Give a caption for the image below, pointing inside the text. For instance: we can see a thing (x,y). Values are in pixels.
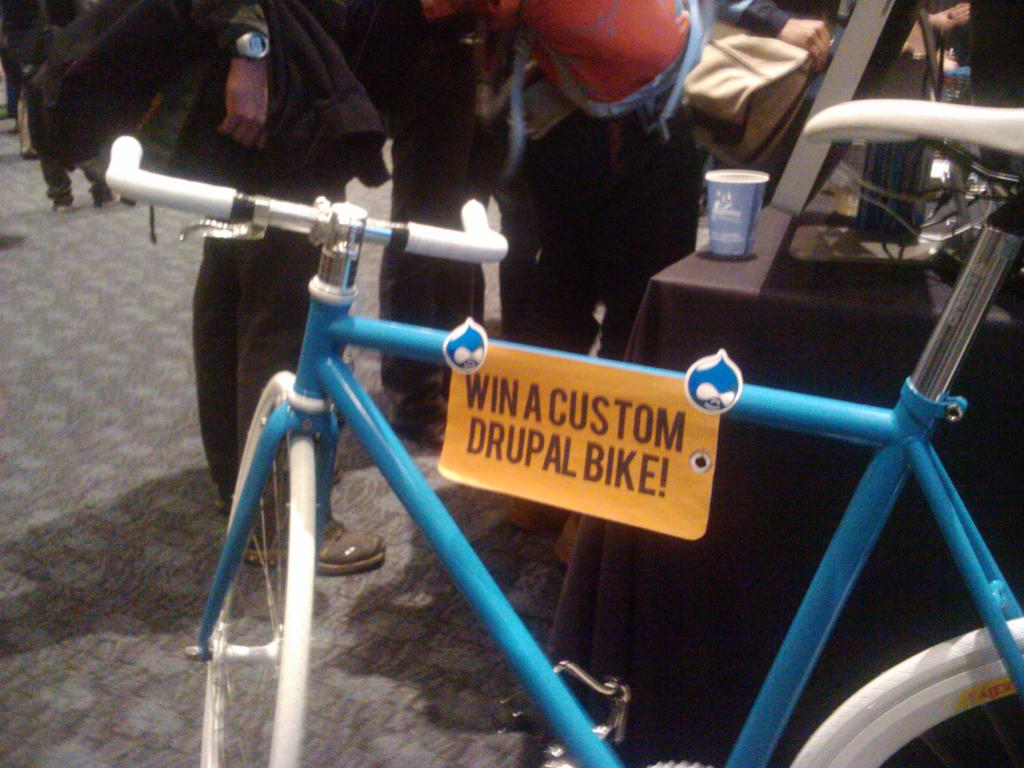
In this picture we can see a bicycle (930,653) with a sticker (703,433) to it, table (808,316) with a monitor (815,155) and a glass (714,179) on it and some persons (364,19) standing on the ground (176,399).
